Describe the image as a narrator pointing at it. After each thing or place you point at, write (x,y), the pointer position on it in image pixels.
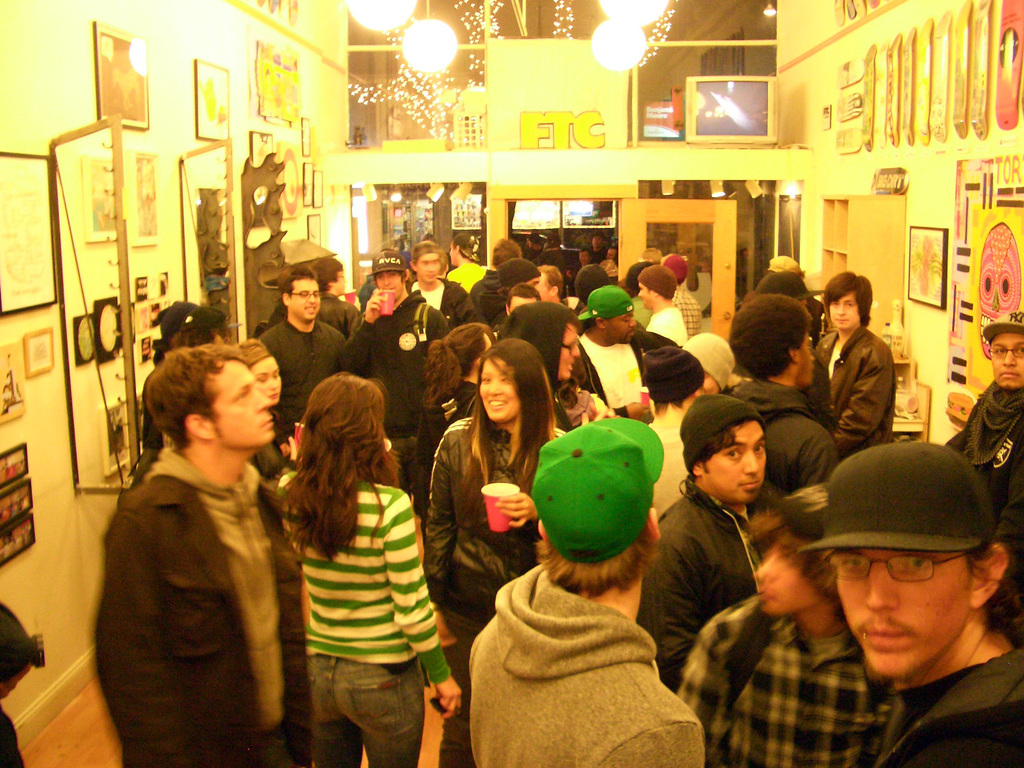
In this picture we observe many people (407,509) are there in the room (967,140) and in the background (105,331) we observe photographs (98,343) fitted to the wall (957,148) and there are lights (607,29) attached to the roof (589,28).
